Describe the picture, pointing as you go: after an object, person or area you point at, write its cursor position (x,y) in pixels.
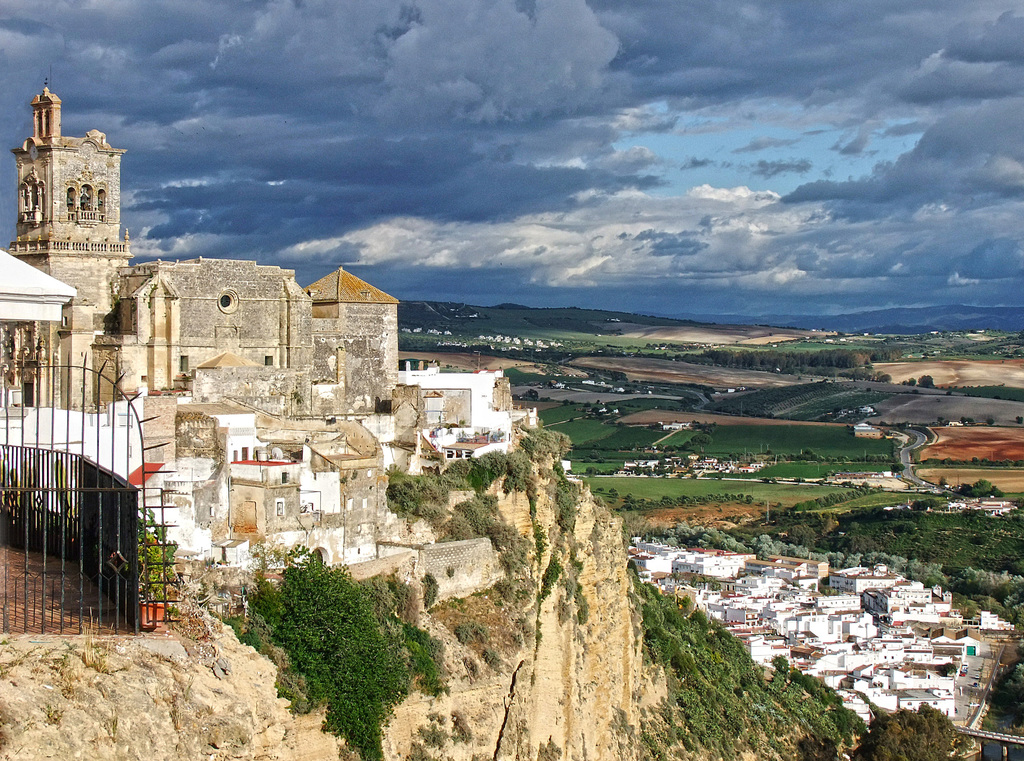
In this image we can see sky (534,132) with clouds (510,124), castle (42,121), buildings (212,446), iron grill (67,525), hill (86,684), creepers (375,624), ground (842,503), trees (871,529) and water (1000,759).
